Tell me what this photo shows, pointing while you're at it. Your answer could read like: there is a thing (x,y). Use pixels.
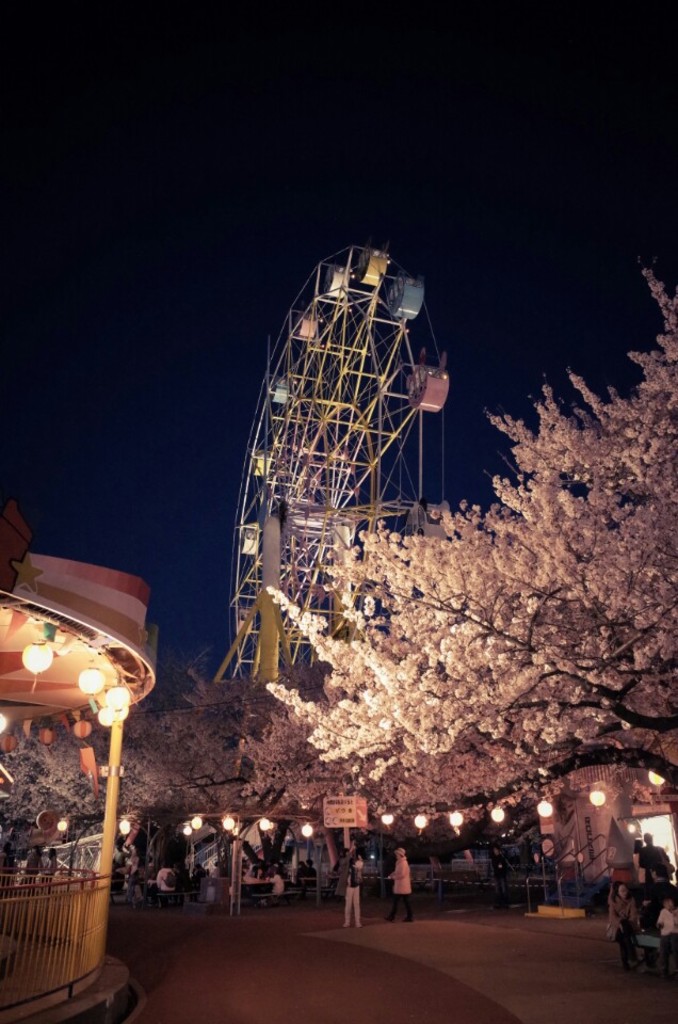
This image is taken outdoors. At the top of the image (196,250) there is the sky (169,526). At the bottom of the image (410,986) there is a road (302,959). On the left side of the image (47,656) there is a carnival ride (52,581) with lights (50,734). In the middle of the image (347,660) there are a few trees (413,707). There is a giant wheel (359,468). There are a few rope lights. There is a board (338,803) with a text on it. A few people (342,876) are standing the road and a few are walking.
